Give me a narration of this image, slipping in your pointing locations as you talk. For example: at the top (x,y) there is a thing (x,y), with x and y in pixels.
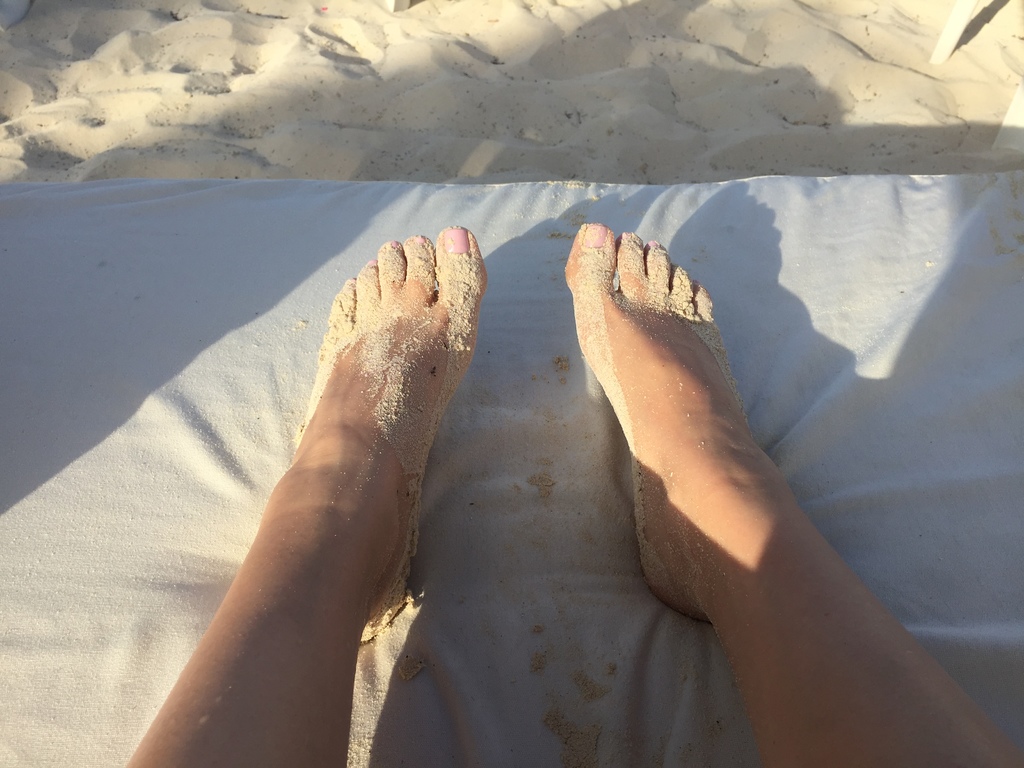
Here we can see a person (641,330) legs (643,484), sand (389,278) and cloth (216,323).
